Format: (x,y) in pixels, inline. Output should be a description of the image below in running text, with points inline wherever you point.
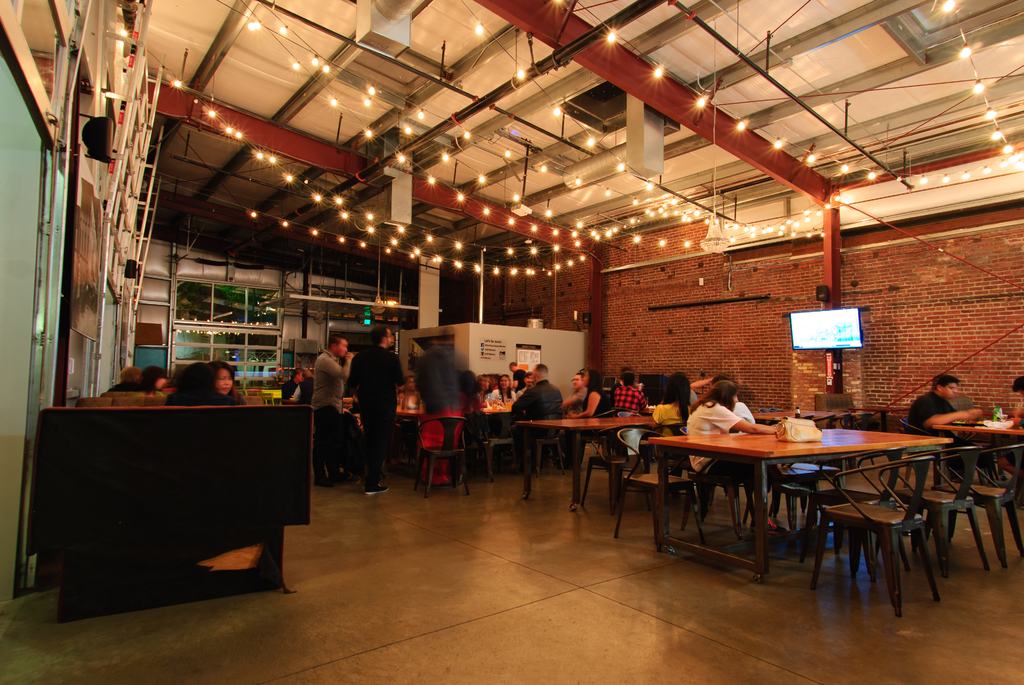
In this picture we can see some persons (717,406) are sitting on the chairs (957,489). This is table (797,446). On the table (797,446) there is a bag (799,432). This is floor (492,564) and there is a screen (857,334). Here we can see some lights (555,236). And this is the wall (659,326).
